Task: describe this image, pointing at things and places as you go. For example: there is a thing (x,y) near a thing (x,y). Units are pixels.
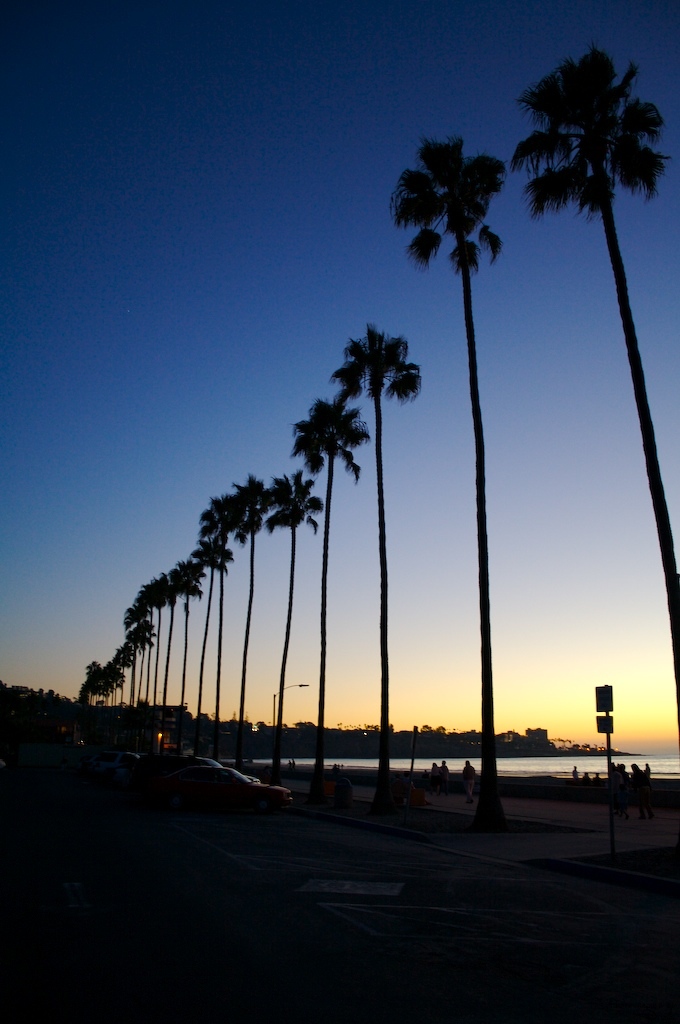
In this image there are vehicles (155,772) on the road (253,834). People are walking on the pavement (556,824). Right side (521,766) there is water (530,771). Background there are buildings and trees (676,607). Top of the image (349,187) there is sky (441,655). Right side (607,688) there are boards (605,728) attached to the pole (612,842).
